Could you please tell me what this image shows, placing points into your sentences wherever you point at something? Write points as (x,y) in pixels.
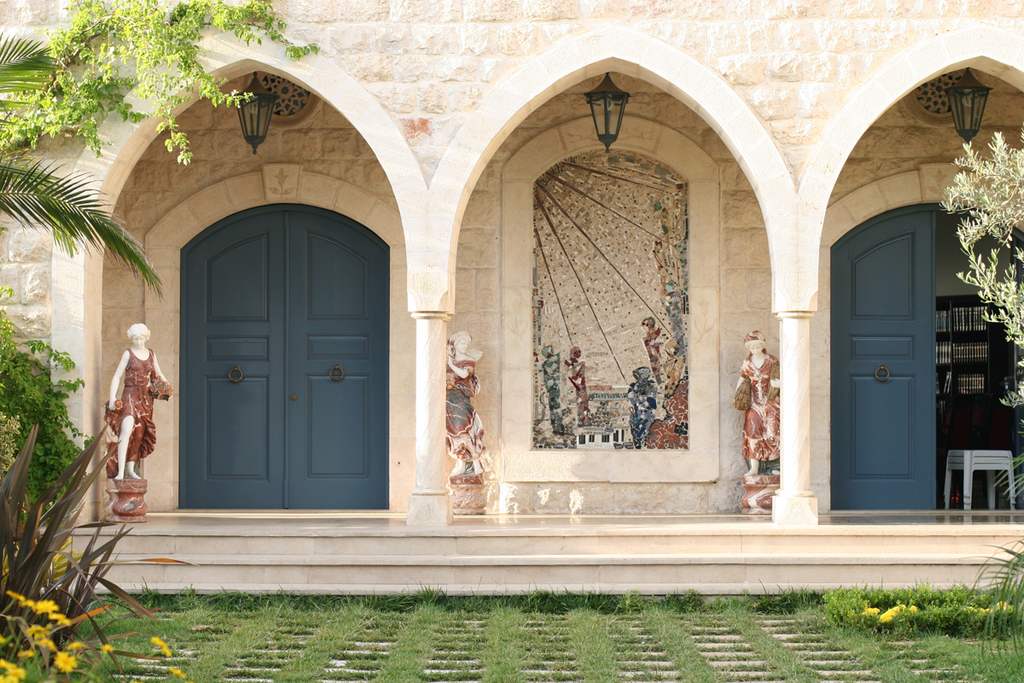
In this picture we can see a building (282,149) with doors (360,314) and lights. Behind the door (911,467) there are stools (982,467) and some objects (956,350). In front of the doors (337,305) there are sculptures (451,407), trees (62,434), plants (82,612) and grass (570,614).
